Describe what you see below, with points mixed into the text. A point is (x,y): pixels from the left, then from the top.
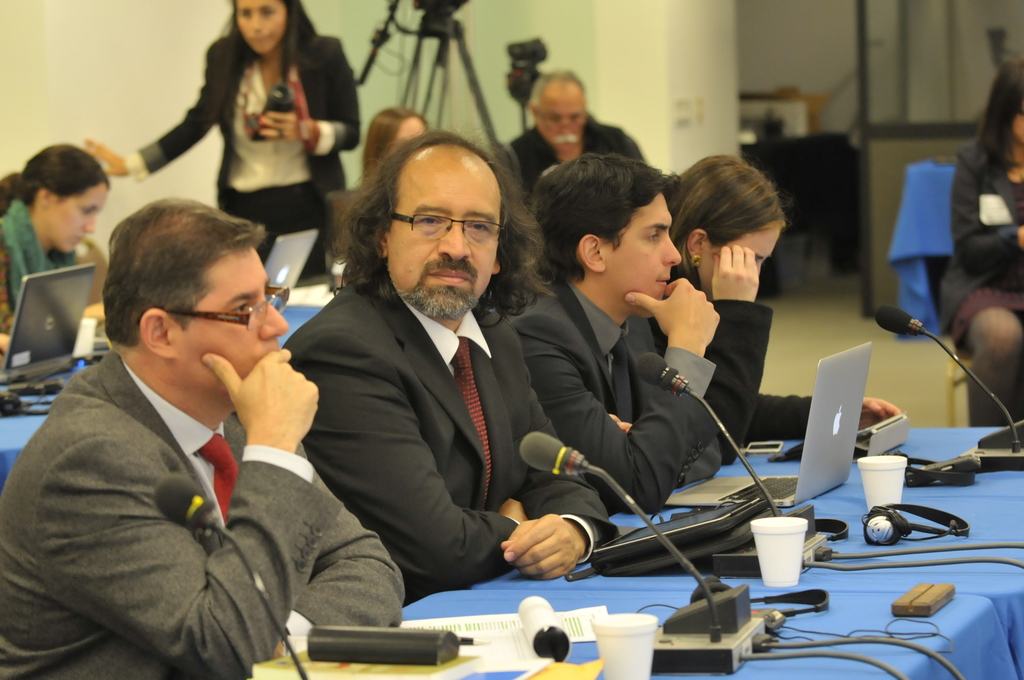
In this image we can see some persons (445,453), microphones (551,467), laptops (895,426) and other objects (713,516). In the background of the image (635,139) there are persons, wall (755,33) and other objects (903,22).
